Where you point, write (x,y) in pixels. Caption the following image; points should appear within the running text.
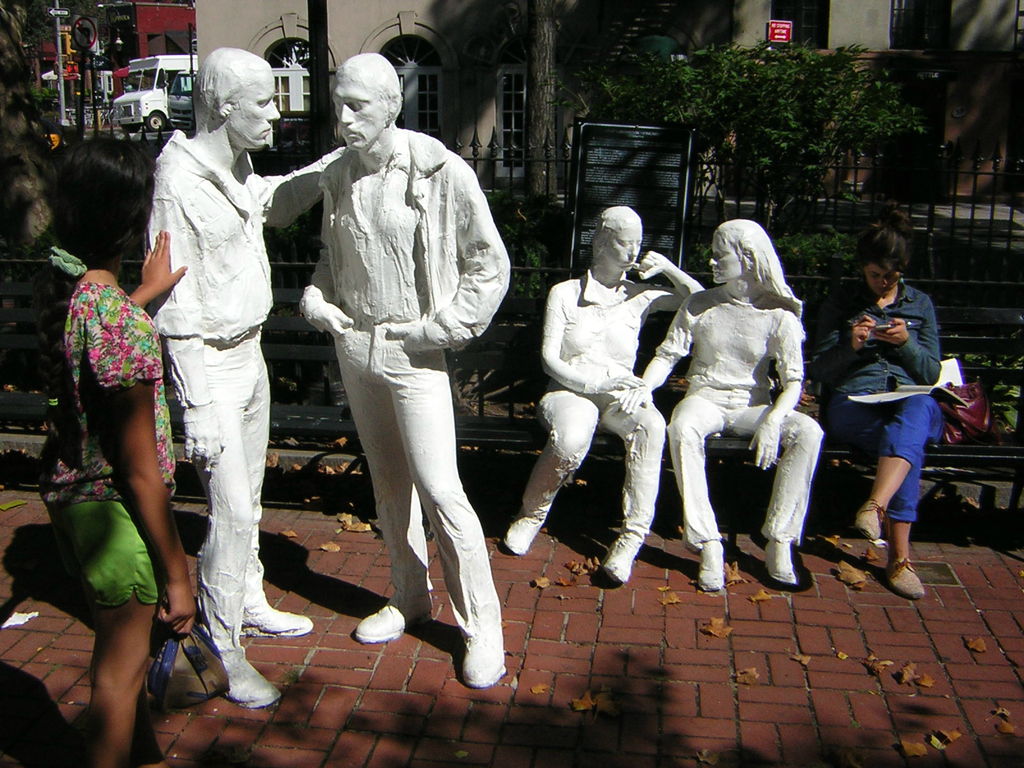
Here I can see four statues (215,281) of persons (267,411). On the left side (134,405) a woman (101,389) is holding statue (185,262) and standing. On the right side (879,367) another woman (879,429) is sitting on the bench (980,446), holding a mobile (880,326) in the hands (894,339) and looking at the mobile (873,330). Beside her I can see a bag (952,431). In the background (538,233) there are some plants (703,133), buildings (463,48) and also I can see vehicles (143,104) on the road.
